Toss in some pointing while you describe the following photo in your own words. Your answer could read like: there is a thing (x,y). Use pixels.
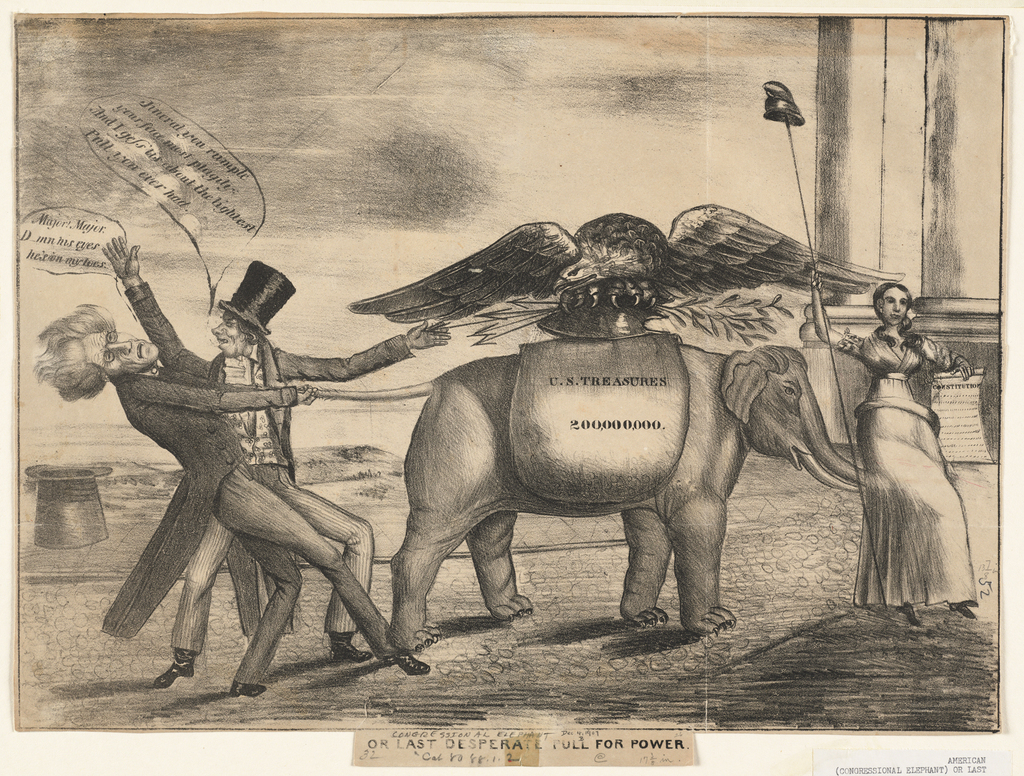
This image consists of a poster (437,520) with a text (532,739) and a few images (640,224) on it. In this image there is an elephant (506,464) on the ground (525,629) and a man (210,406) is pulling elephant's tail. There is another man (177,644). On the left side of the image (197,613).
